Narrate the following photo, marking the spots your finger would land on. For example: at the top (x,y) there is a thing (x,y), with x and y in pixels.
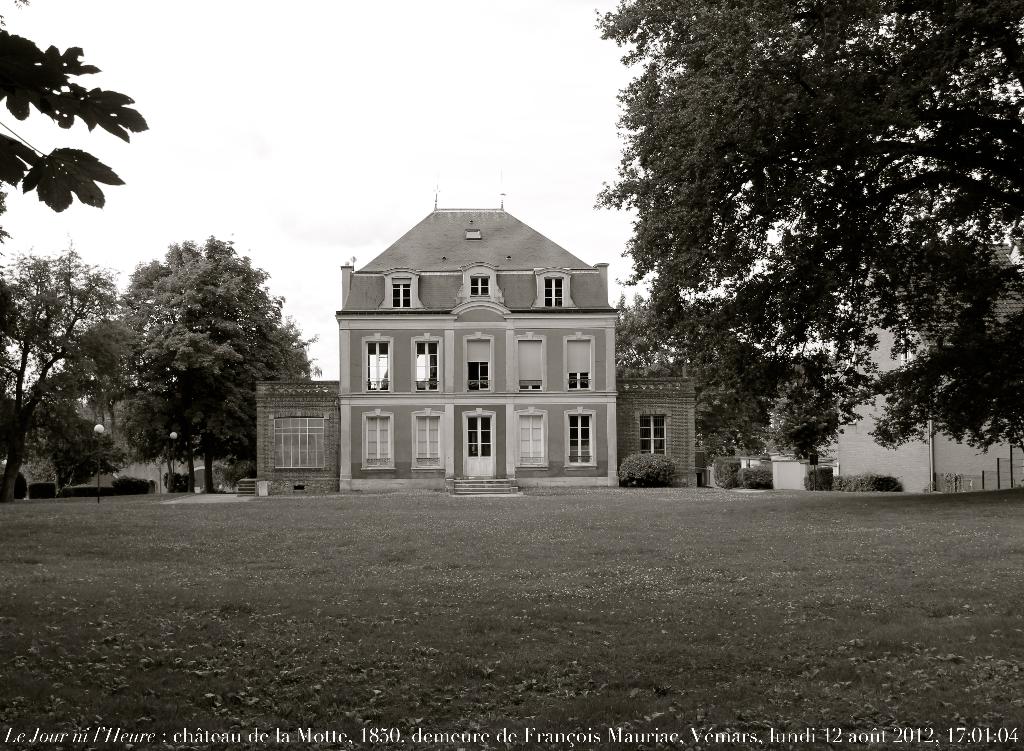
In this image I can see in the middle (609,400) it is a building (456,374), there are trees (756,333) on either side, at the bottom (653,738) there is the text (923,740) in white color. At the top (504,77) it is the sky (504,77).
